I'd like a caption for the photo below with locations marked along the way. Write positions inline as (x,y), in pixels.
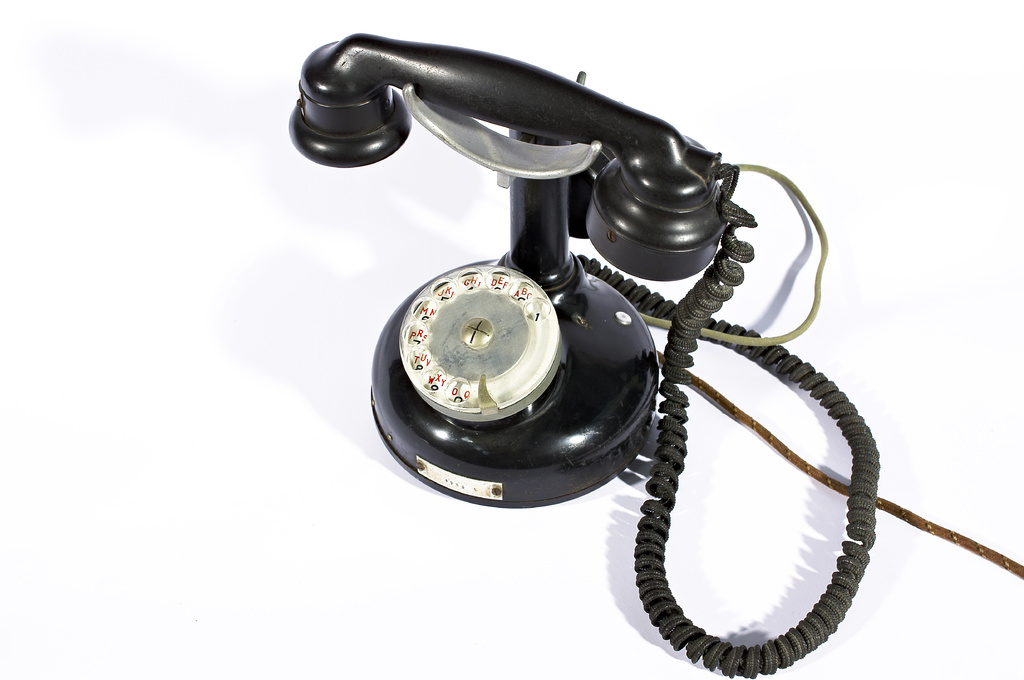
In this picture we can see telephone (520,429) and cables (740,335) on the white surface (595,512). In the background of the image (751,104) it is white.
